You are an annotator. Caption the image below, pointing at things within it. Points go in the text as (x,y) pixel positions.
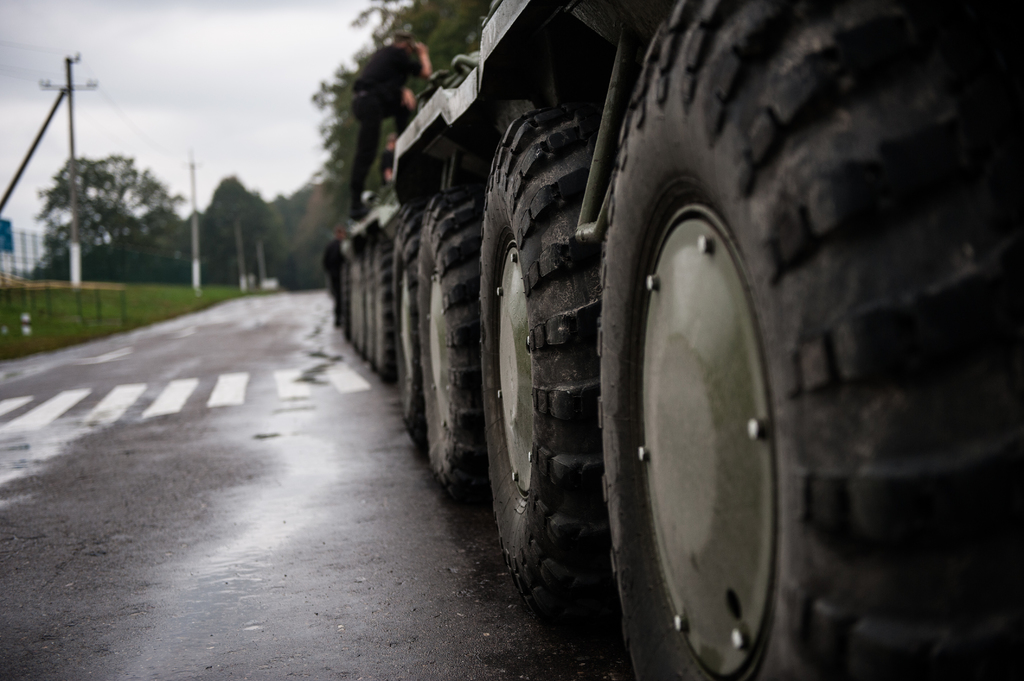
There is a road (195,464). On the right side (812,191) we can see tires (501,197) on a vehicle (382,244). There is a person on the vehicle (429,184). In the background (111,207) there are electric poles (76,230), trees (154,188) and sky (104,69). And it is blurred in the background (130,244).
